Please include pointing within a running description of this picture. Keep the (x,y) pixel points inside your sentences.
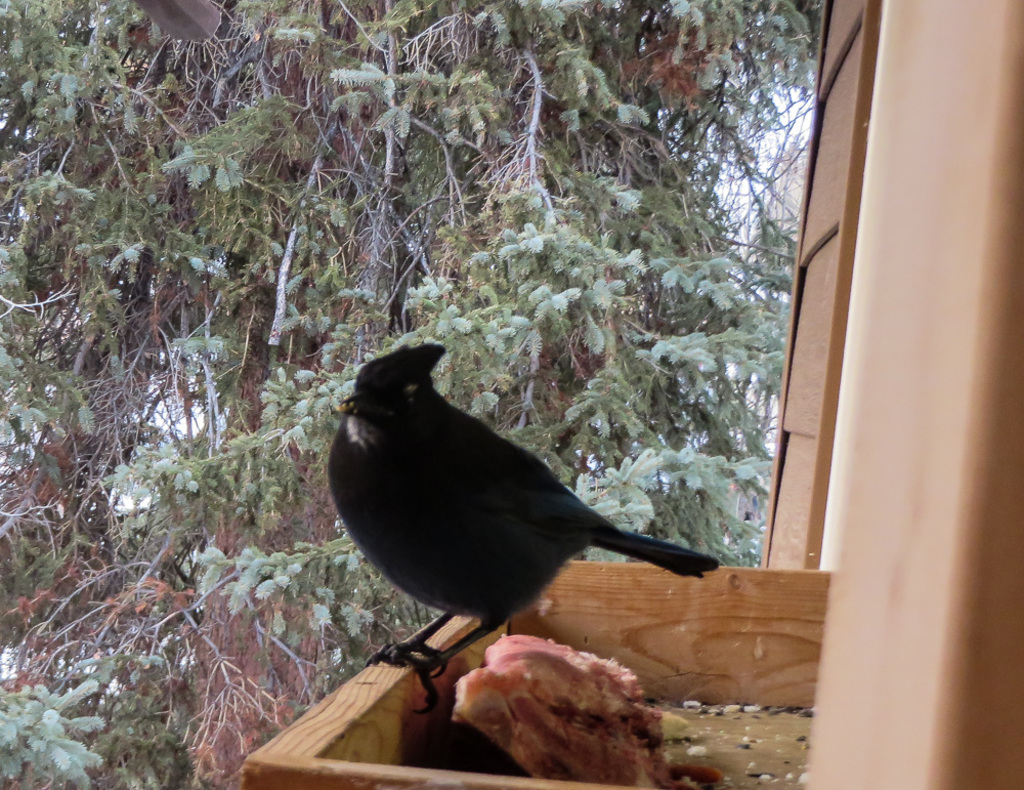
In the center of the image (452,524) we can see a bird (460,496) and there is a food (560,710) placed in the wooden box (773,612). In the background (496,80) there is a tree (184,385). On the right (915,504) we can see a wooden wall (915,424).
